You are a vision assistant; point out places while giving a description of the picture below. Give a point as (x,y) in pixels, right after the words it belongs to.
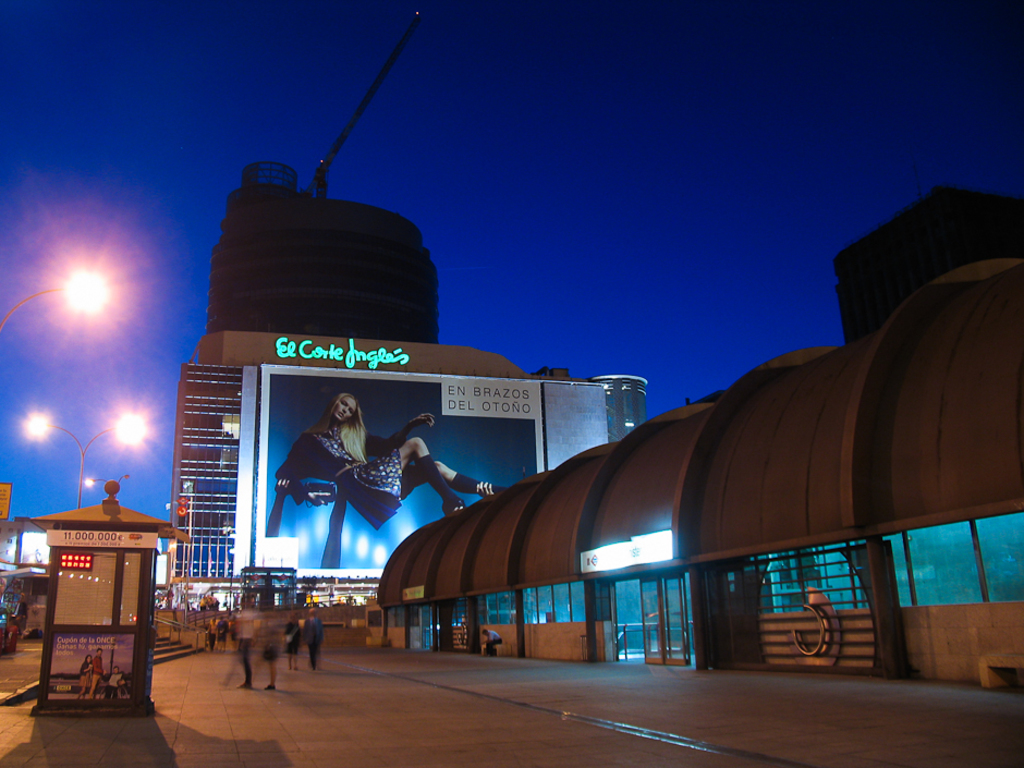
At the bottom of the image (313,695) there is a floor (56,745). On the floor (44,734) there are few people (239,658) standing. And on the right side (956,502) there is a building (657,473) with walls (871,432), glass windows (972,589) and doors (648,627). In the background (45,538) there are buildings (333,346) with posters (286,449) and also there are poles (80,449) with lamps (142,431).
